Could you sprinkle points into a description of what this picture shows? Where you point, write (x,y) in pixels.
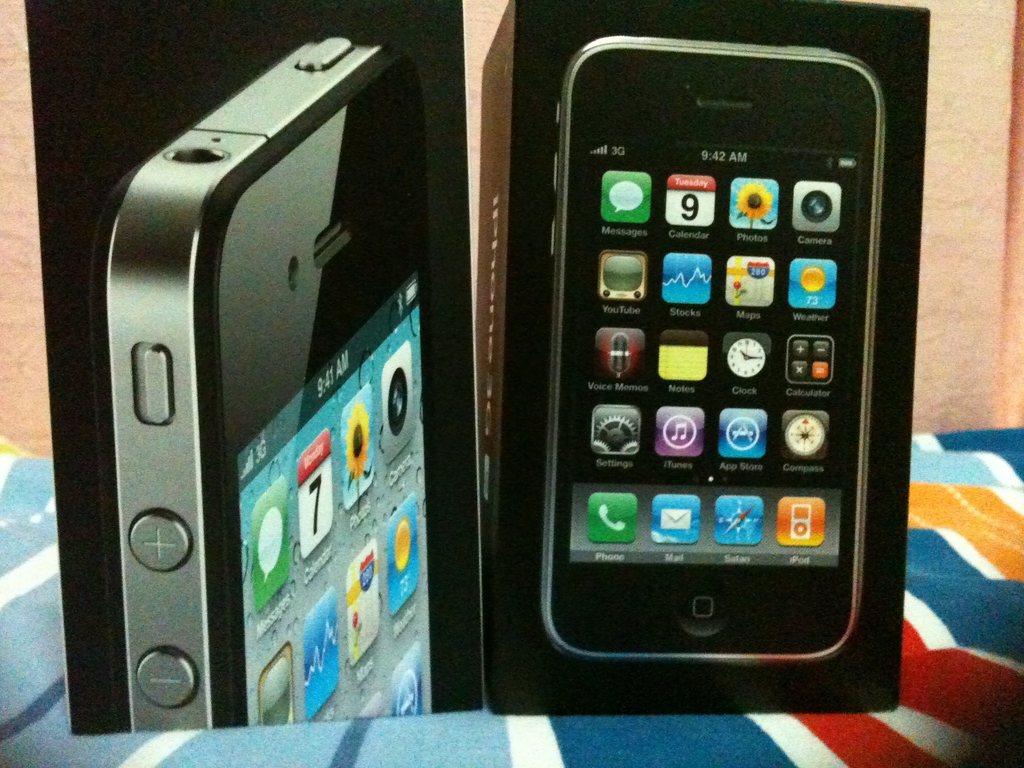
In this picture I can see boxes (698,34) of mobiles (702,212) on an object (964,489).
